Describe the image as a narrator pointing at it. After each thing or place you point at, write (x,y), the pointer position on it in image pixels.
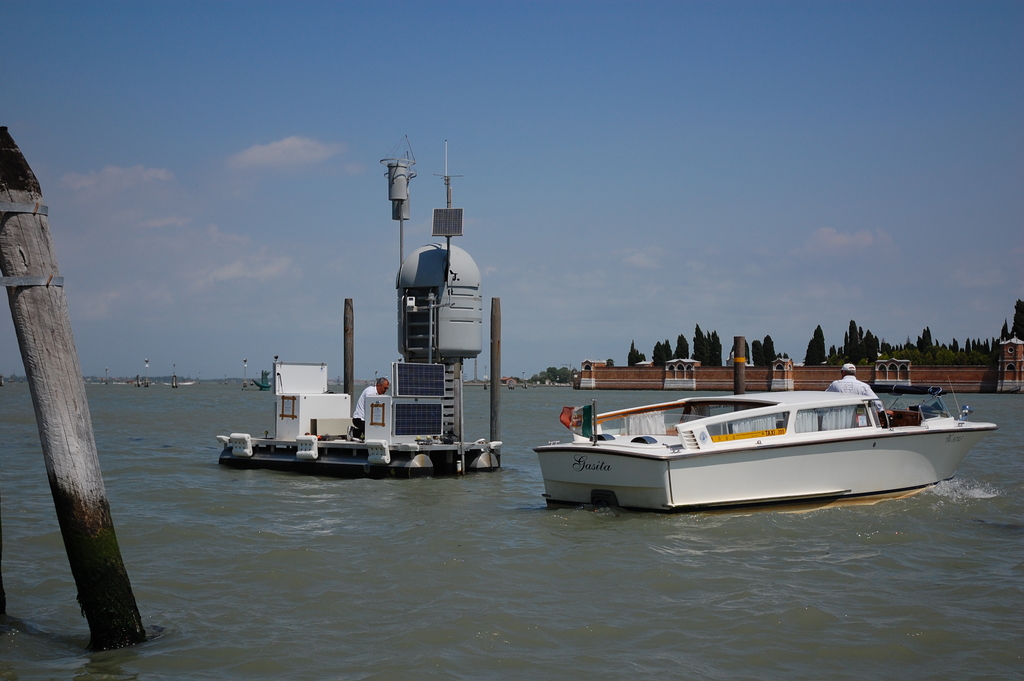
In this picture I can see there is a wooden pole (66,459) and there are few boats (248,466) sailing on the water (654,397) and there is a building (772,385) at right side (976,376). The sky (400,113) is clear.
